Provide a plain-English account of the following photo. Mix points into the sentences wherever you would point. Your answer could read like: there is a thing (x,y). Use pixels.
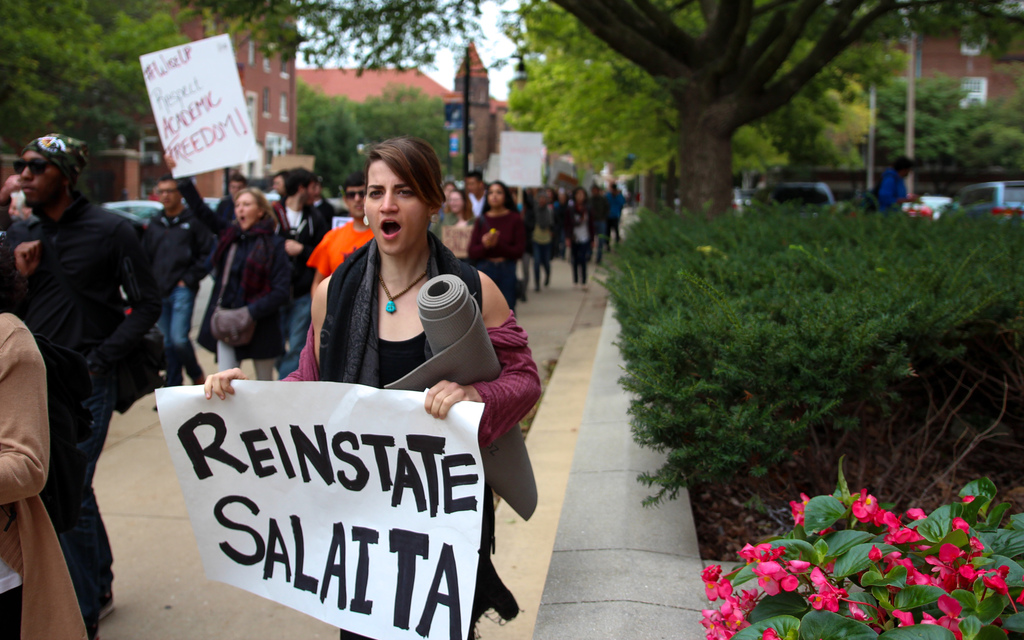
In this picture there are group of people (359,315) walking on the footpath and there are three persons (372,313) holding the placards (436,620) and there is text (454,593) on the placards (344,593) and there are vehicles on the road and there are buildings (967,104), trees (663,169) and poles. In the foreground (879,514) there are flowers (860,506). At the top (494,22) there is sky (481,37). At the bottom (120,626) there is a road (108,631).
